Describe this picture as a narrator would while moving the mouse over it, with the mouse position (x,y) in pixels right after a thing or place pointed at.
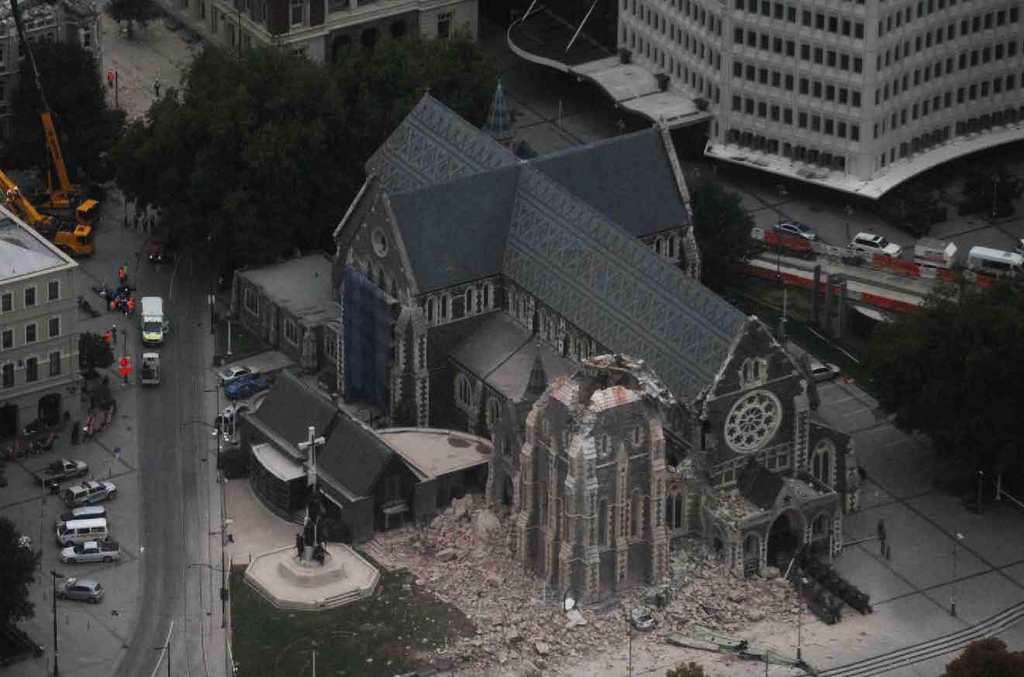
In the image we can see some buildings (533,549) and trees (22,149) and poles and there are some vehicles (50,134) on the road (196,571).
